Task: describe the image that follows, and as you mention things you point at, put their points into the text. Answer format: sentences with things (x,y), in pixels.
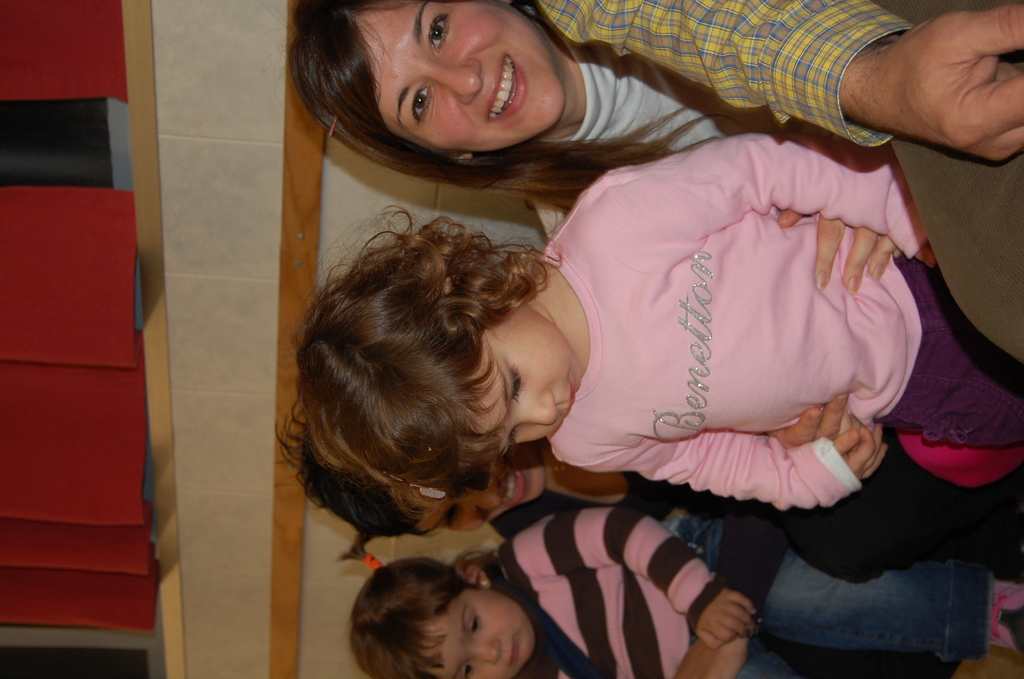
In the center of the image (643,342) we can see two kids (563,630) and three people (735,18) are sitting. Among them, we can see two persons (573,50) are smiling. In the background (286,208) there is a wall (215,342) and curtains (31,468).
